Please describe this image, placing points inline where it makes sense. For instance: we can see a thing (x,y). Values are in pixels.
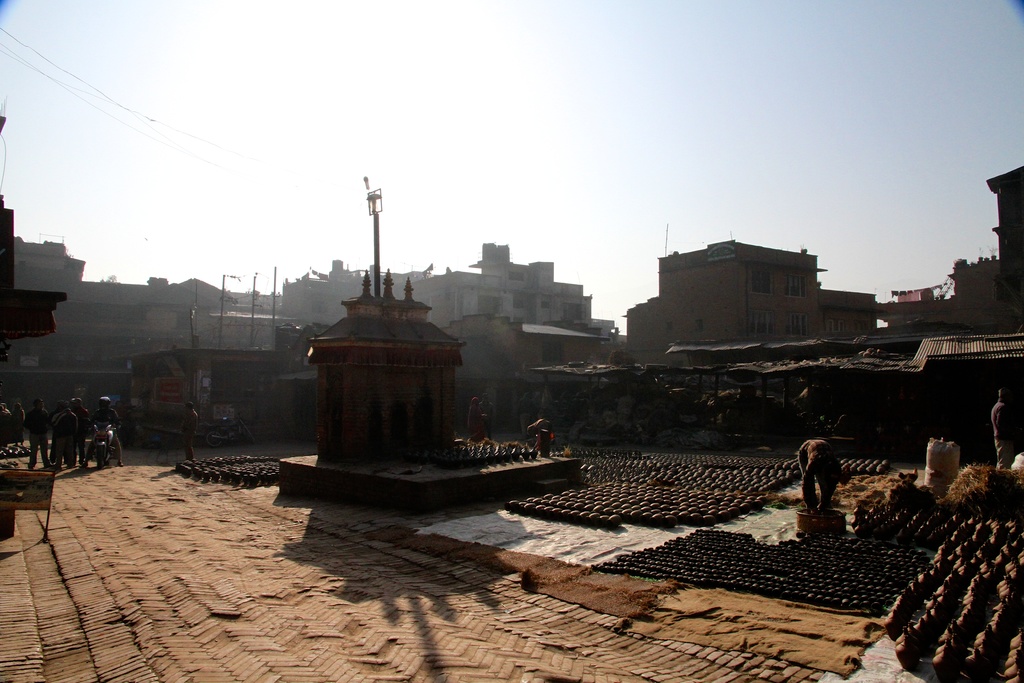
In this picture, we can see the ground (601,596) with some objects (638,486) made with soil (746,469), and we can see a few people (48,437), vehicles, houses (59,361), stores (63,374), buildings (938,315), sheds (852,404), poles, wires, and the sky (183,106).
